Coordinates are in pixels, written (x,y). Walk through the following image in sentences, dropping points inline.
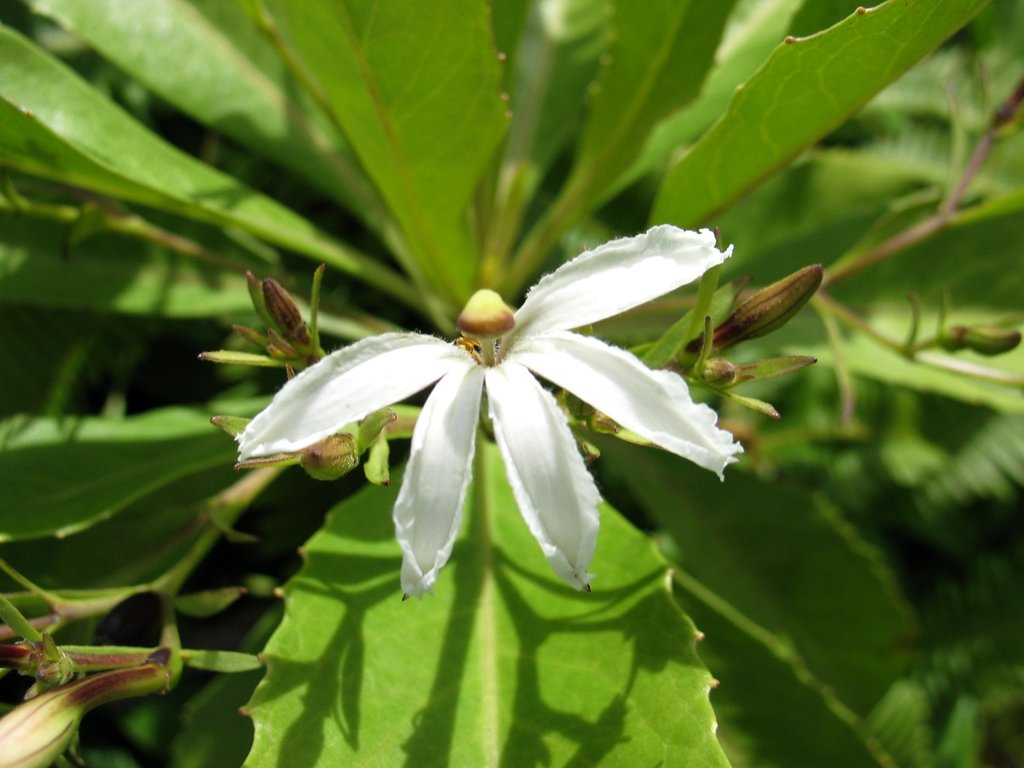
In the center of the image (661,393) there is a flower (304,436) on a plant (362,735).
